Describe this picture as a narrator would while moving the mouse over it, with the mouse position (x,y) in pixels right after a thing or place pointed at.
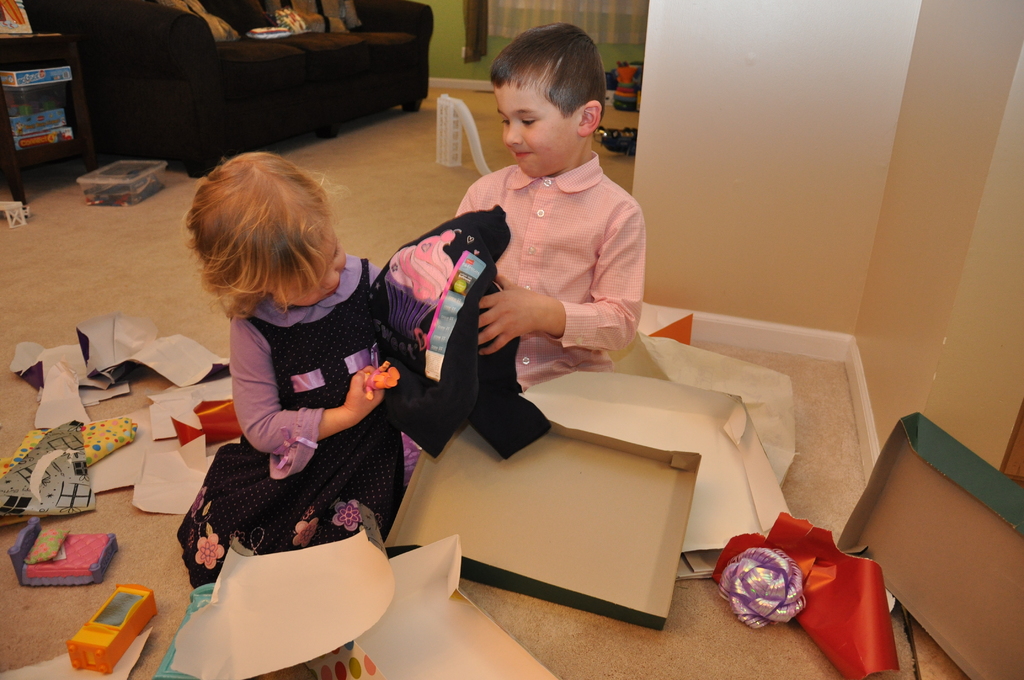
In this picture we can see two people (297,360) sitting on the floor (153,388) and playing with the papers (141,493) and toys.
